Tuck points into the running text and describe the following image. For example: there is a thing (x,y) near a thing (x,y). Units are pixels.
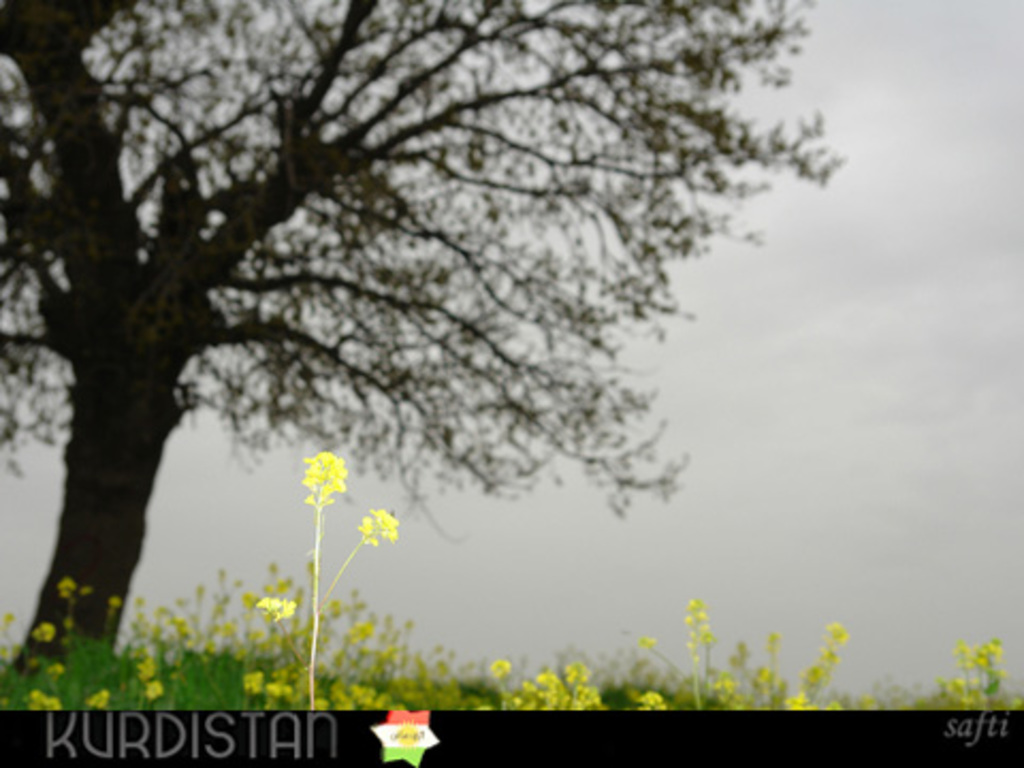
In the center of the image (403,414) there is a tree (380,141). At the bottom of the image (335,702) there are flower plants (349,680). At the bottom of the image (299,715) there is a black color border (266,714). In the background of the image (803,467) there is a sky (779,392).
